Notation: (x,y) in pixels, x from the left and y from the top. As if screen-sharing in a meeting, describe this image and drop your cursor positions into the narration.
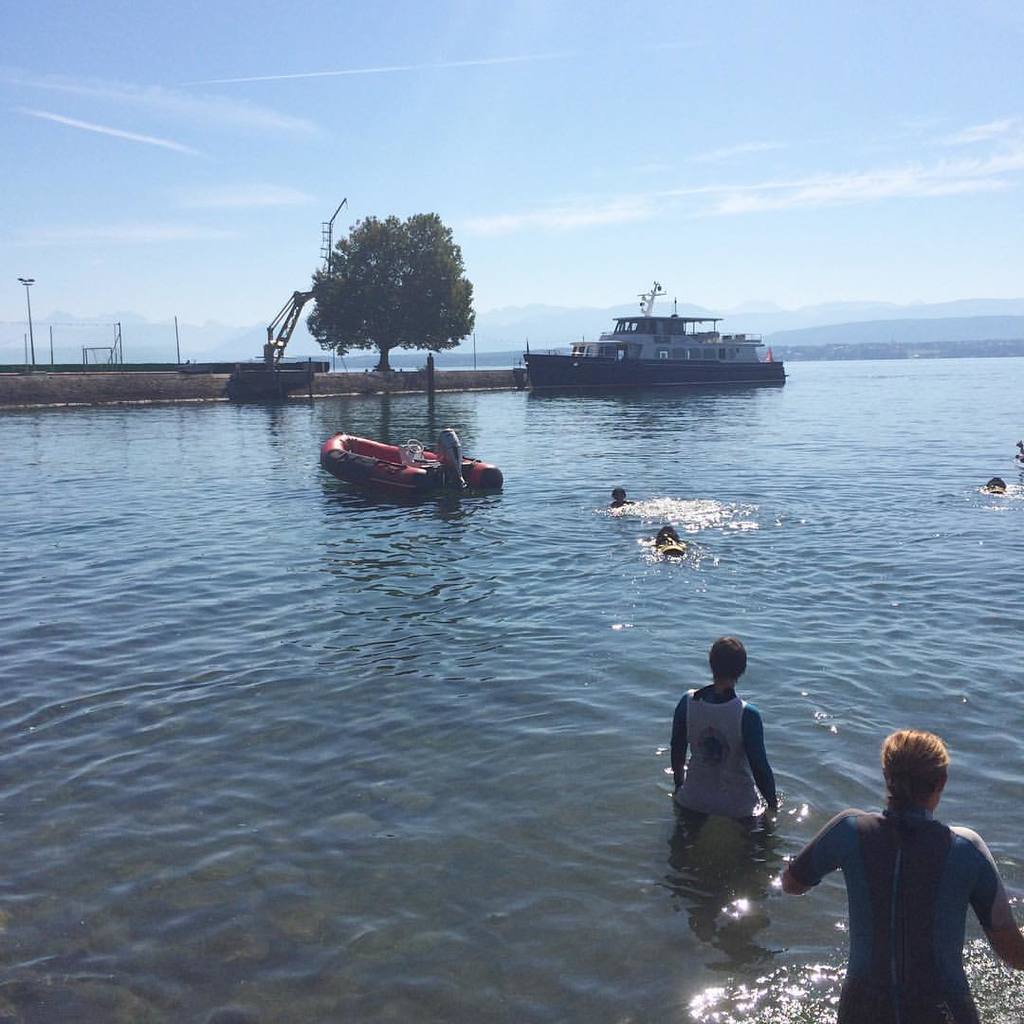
In the foreground of the image (436,898) we can see two people (885,965) are standing in the water (527,937). In the middle of the image (444,437) we can see a big ship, a boat (413,485), a tree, crane (265,358) and some persons (662,542) are doing swimming. On the top of the image (183,310) we can see the sky (609,50).
